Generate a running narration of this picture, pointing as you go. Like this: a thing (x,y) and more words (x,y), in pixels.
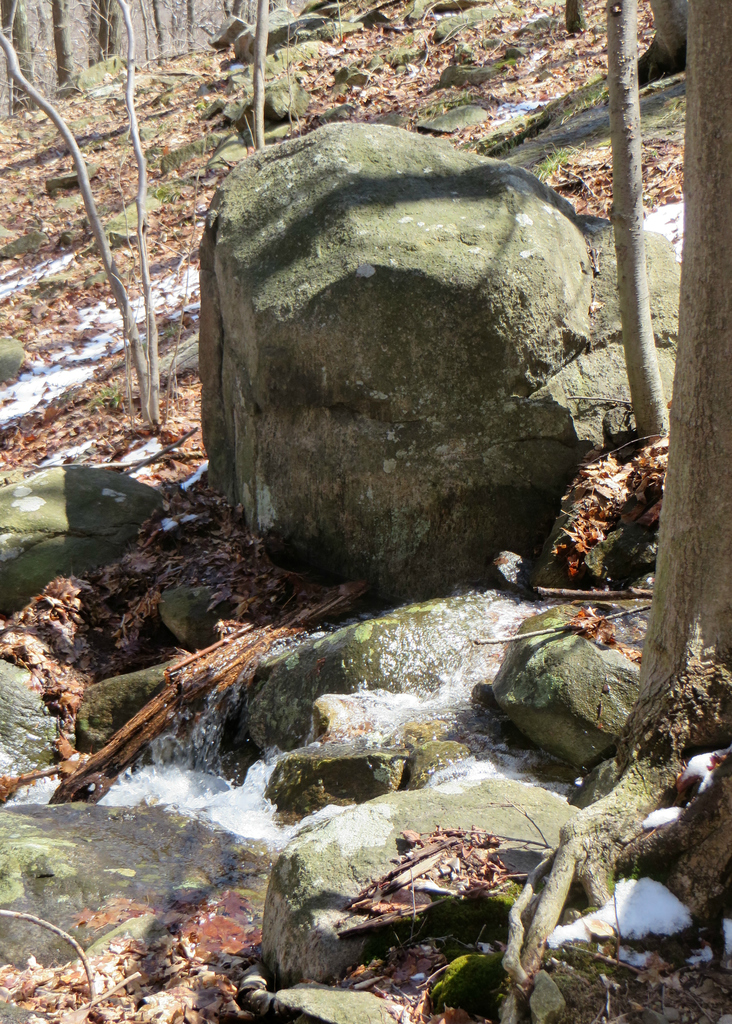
This image is taken outdoors. In this image there is a ground (657,986) with many dry leaves (574,192) and there are a few rocks (531,309), trees (109,48) and plants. There is a running water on the ground (46,360).
